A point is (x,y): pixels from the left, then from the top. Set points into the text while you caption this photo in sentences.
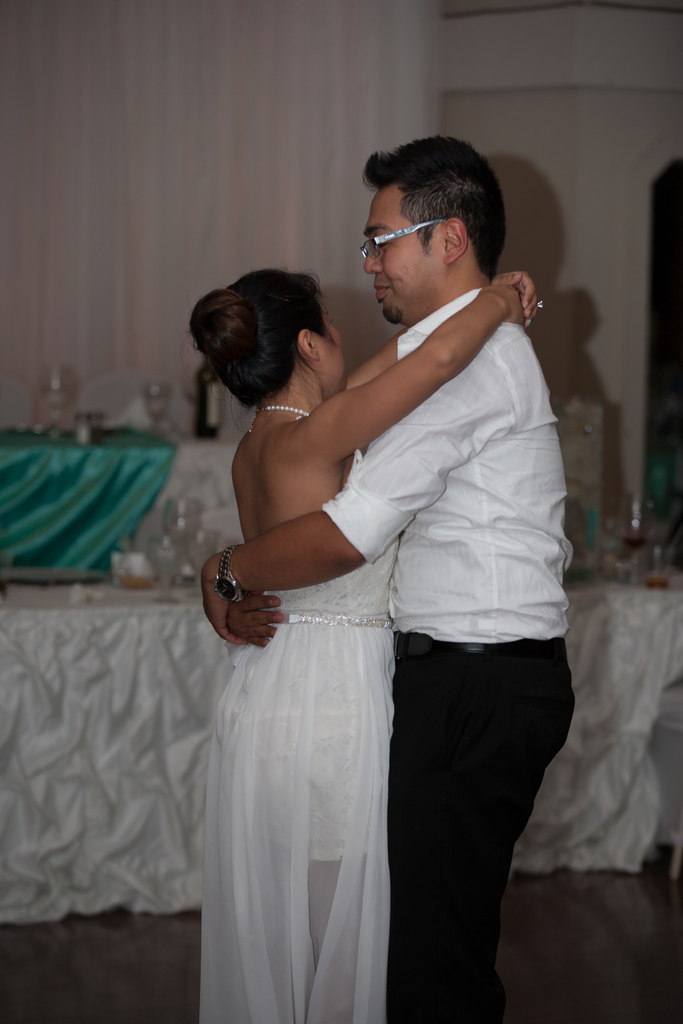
In the middle of the image (421,477) we can see a man (381,441) and woman (262,444), he wore spectacles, in the background (190,530) we can find few glasses (190,530) and other things (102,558) on the tables (112,547).
